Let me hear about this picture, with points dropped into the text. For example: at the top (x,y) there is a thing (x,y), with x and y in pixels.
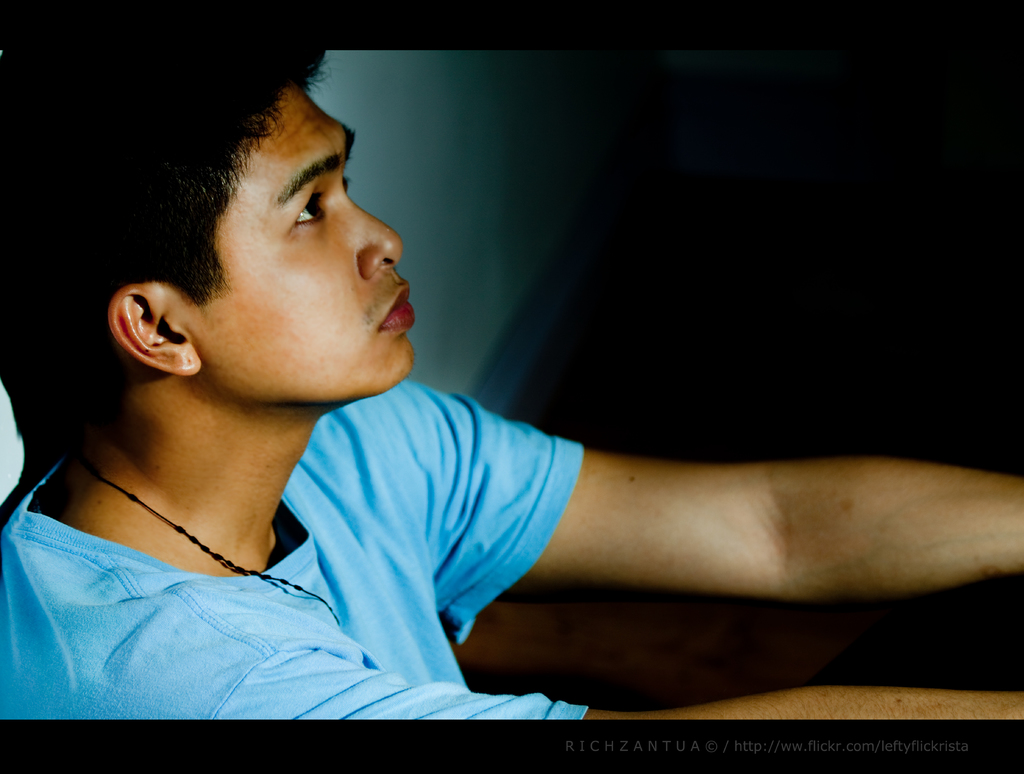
This is a close up image of a man (197,555) wearing blue T-shirt (263,658). This is a wall (447,157) and the right side (801,312) background of the image (794,323) is dark.
